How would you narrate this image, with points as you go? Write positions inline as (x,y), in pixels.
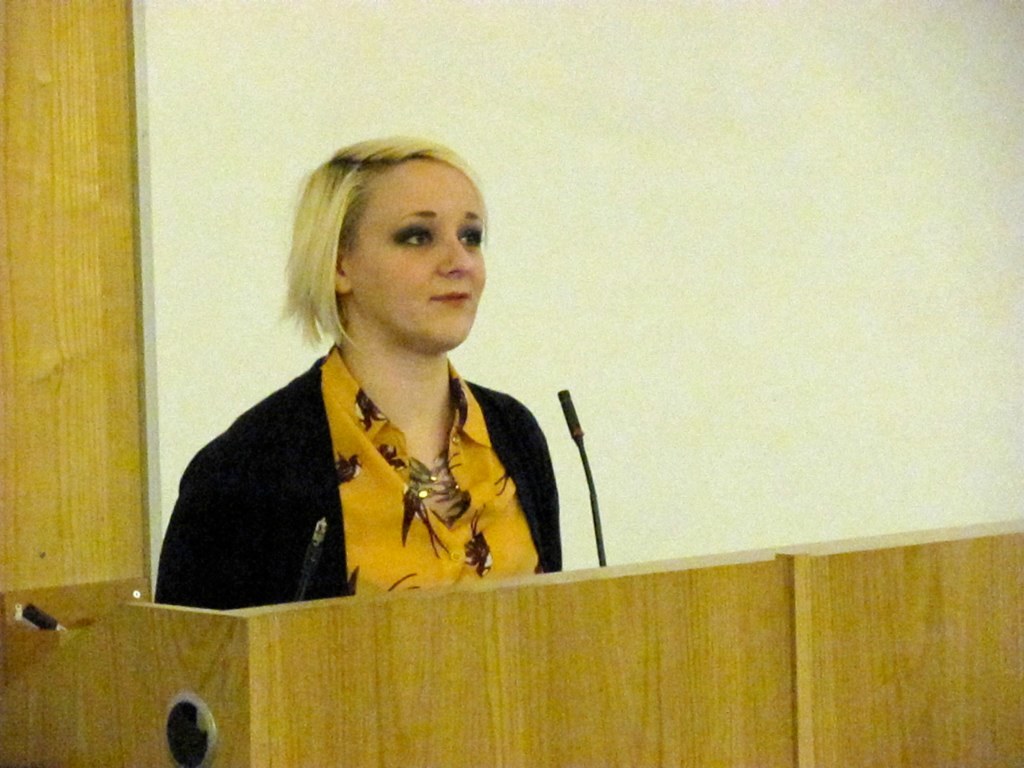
In the image we can see there is a woman (418,560) standing near the podium (508,635) and there is a mic (561,399) in front of her. Behind there is a wall (721,205) which is in white colour.
